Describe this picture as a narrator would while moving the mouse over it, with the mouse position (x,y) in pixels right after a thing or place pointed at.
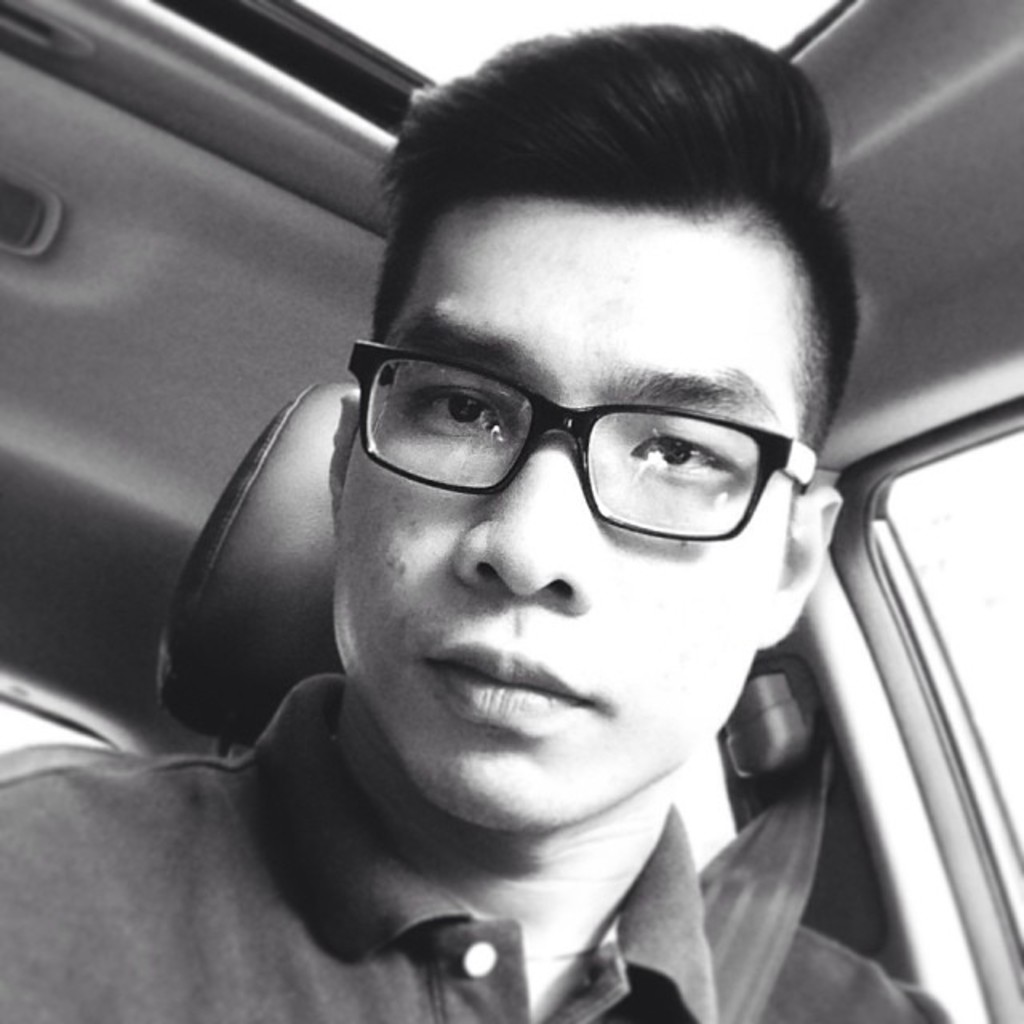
In this image there is a person (352,473) in the vehicle (919,861).
